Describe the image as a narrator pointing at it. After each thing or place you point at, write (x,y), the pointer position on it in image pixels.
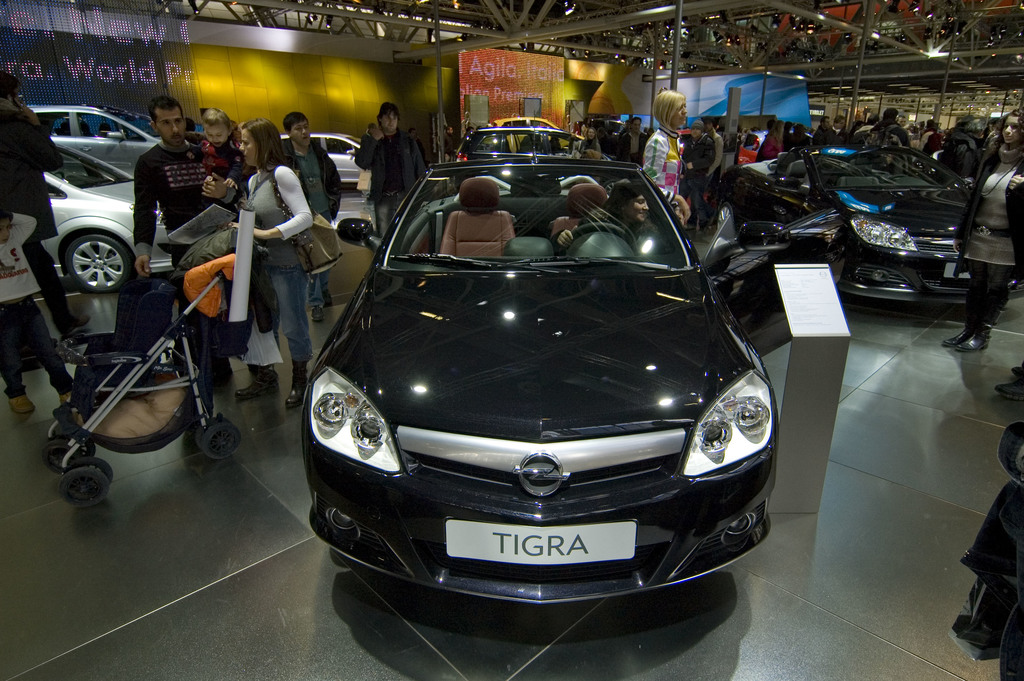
In this image, we can see people (16,409) and cars (608,333) on the floor (955,323). In the middle of the image (509,346), we can see a woman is sitting inside the car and another woman (300,271) holding a stroller (194,364). In the background (358,89), we can see banners (506,73), wall (353,72), poles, lights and rods (602,50).
